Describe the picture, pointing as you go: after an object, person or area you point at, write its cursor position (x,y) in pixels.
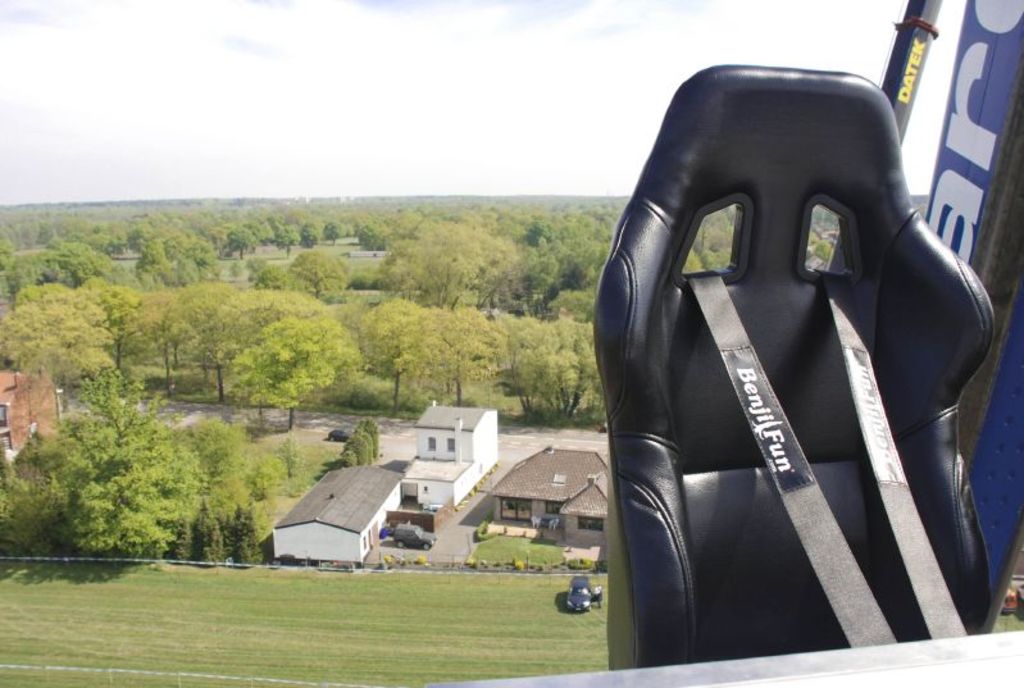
In this picture we can see black color leather seat (645,285) seen in the image. Behind we can see many trees (368,462) and three small houses (352,519) with brown color roofing tiles (364,514). In the front (308,656) bottom side we can see grass field (338,641) and black color car (589,595) is parked on the field (592,611).
